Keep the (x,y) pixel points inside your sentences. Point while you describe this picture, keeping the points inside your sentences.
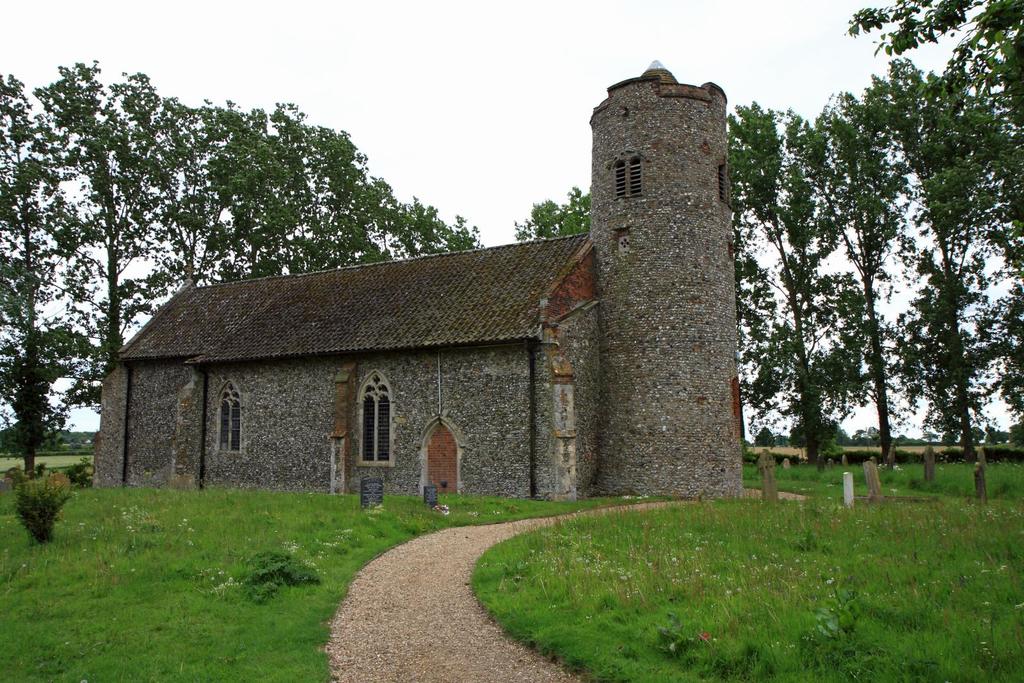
In this picture I can see the path (396,570) and the grass (318,583) in front (301,539) and in the middle of this picture (514,399) I can see a building (460,272), few tombstones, plants (901,460) and the trees (283,173). In the background (448,169) I can see the sky (591,47).
